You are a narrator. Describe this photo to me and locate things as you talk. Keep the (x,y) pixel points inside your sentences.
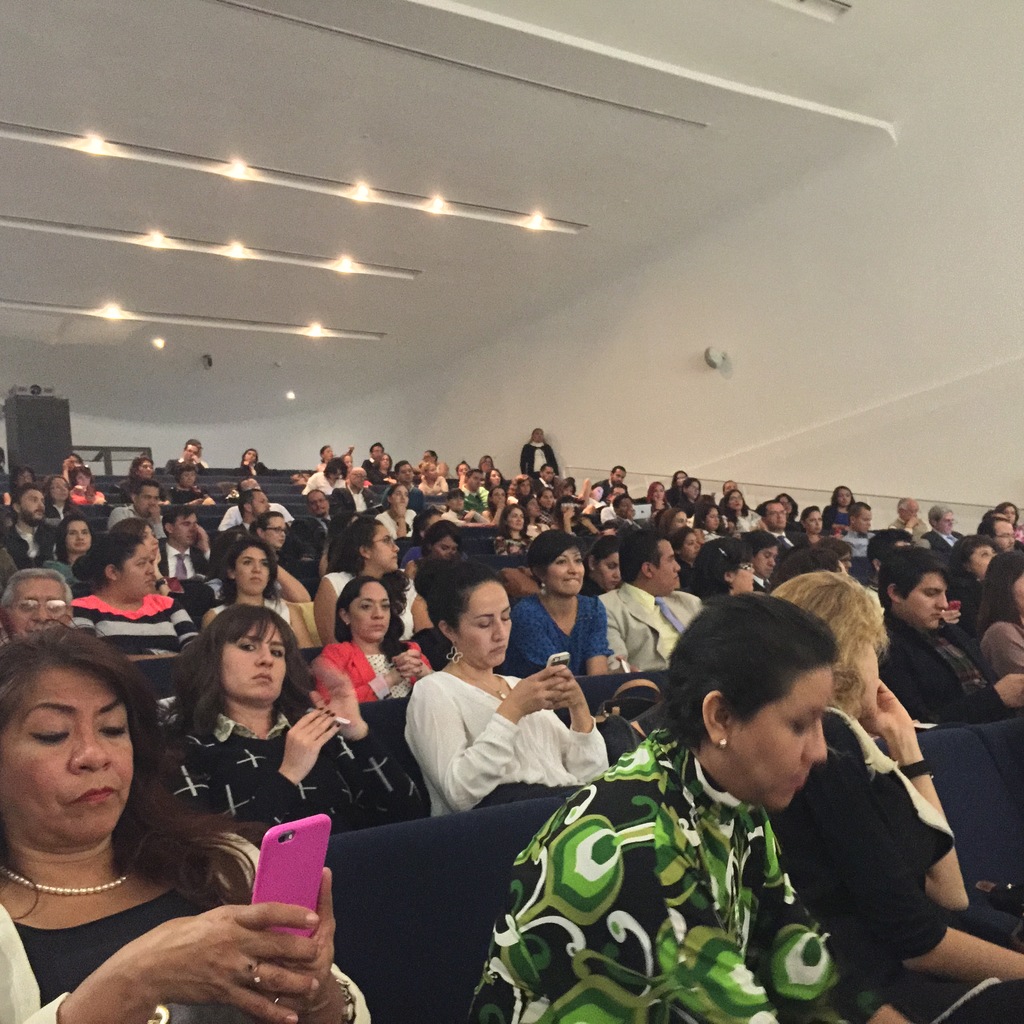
There are many people (282,778) sitting in the room (438,617). In the ceiling (218,247) there are lights (218,247). In the bottom left (96,885) a lady (154,959) is using a phone (265,886).
